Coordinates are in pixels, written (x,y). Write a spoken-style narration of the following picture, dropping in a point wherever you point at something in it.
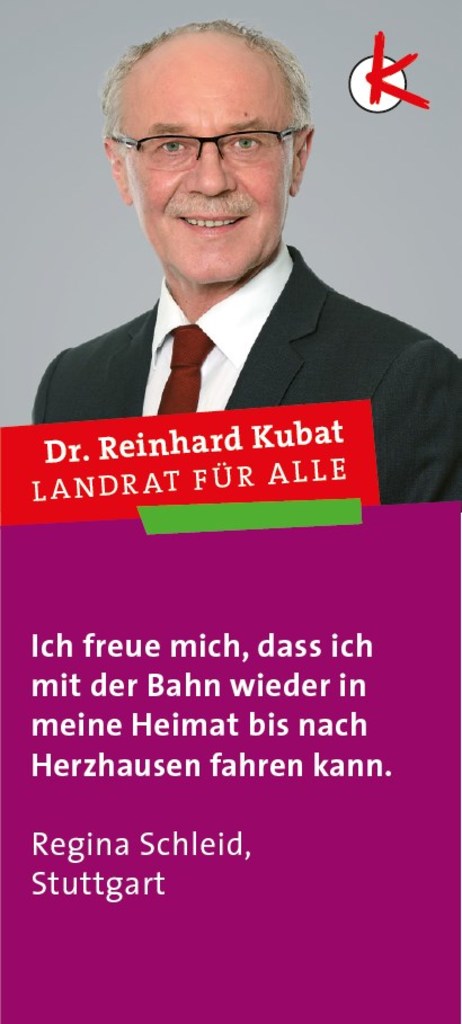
In this image we can see a poster (300,684). In the poster (225,479) there is a person (186,256) smiling and we can see text (179,694).
